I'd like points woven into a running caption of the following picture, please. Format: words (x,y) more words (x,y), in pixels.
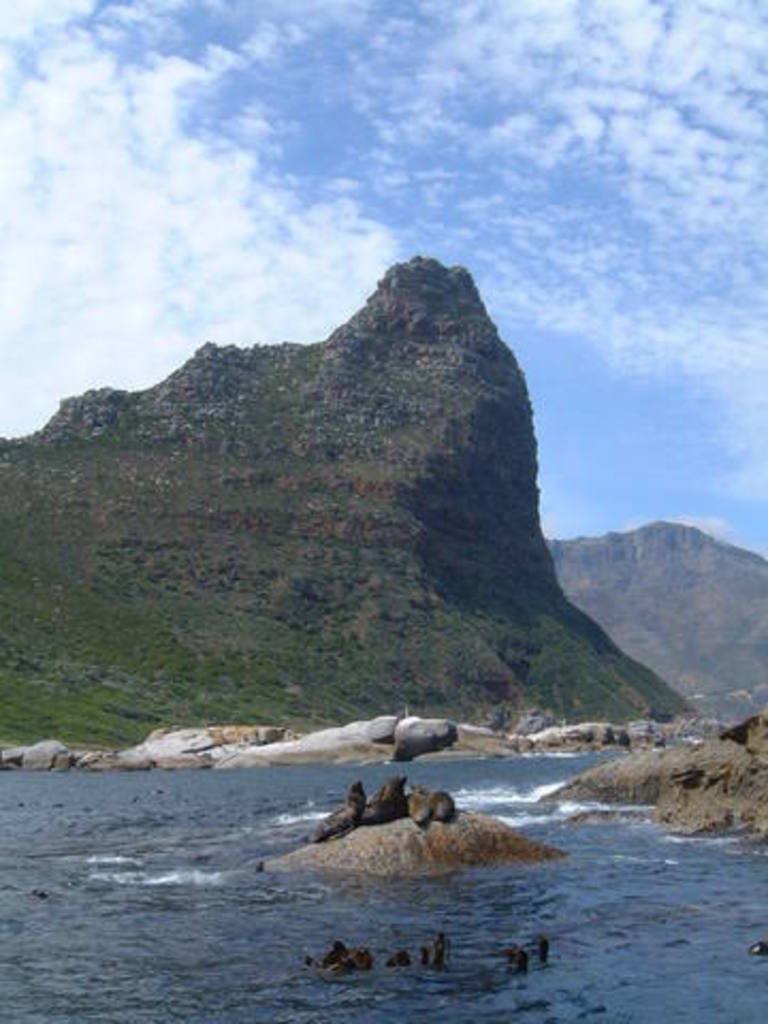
In the image we can see there are seals (360,809) standing on the rock (372,831) and they are swimming in the water (562,965). Behind there is a hill (259,630) and the ground (15,639) is covered with grass (202,661). There is a cloudy sky (385,248).
